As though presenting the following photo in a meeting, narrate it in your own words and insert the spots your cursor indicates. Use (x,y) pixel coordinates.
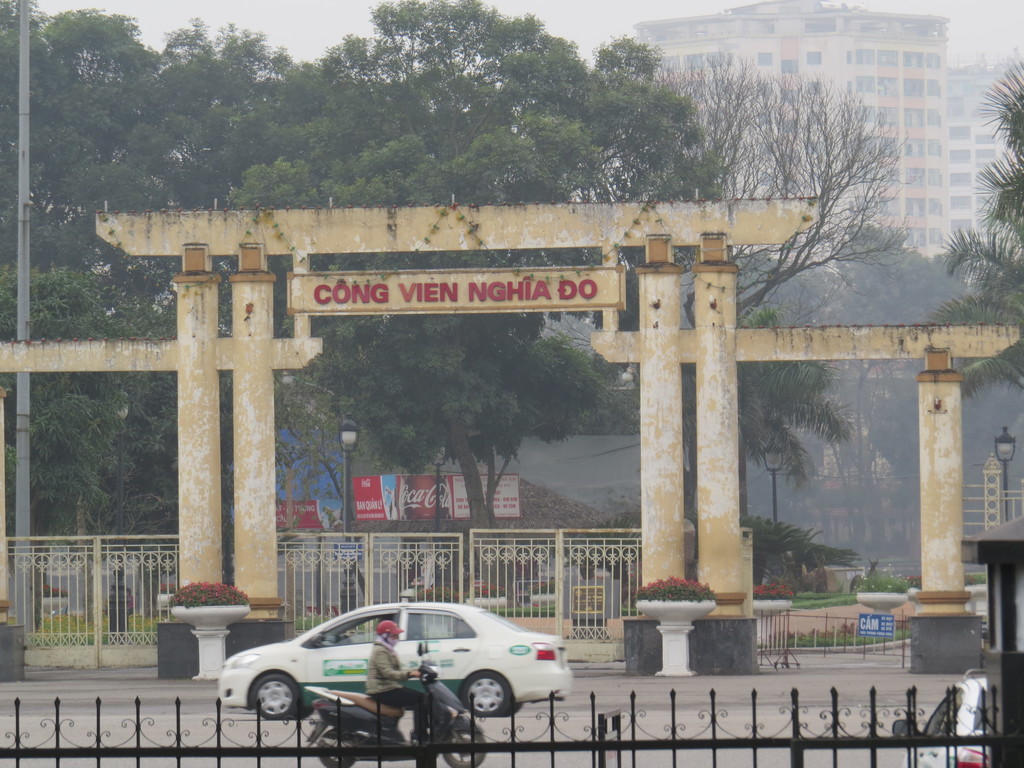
Here in this picture we can see a car (431,626) and a scooter (359,721) present on the road (573,690) over there and in the front (382,719) we can see a railing (961,742) and behind that we can see an arch (202,356) present and we can see a gate (570,551) also present over there and we can see trees (336,338) and plants (875,586) present all over there and we can see lamp posts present here and there and we can see buildings (841,67) present all over there.
